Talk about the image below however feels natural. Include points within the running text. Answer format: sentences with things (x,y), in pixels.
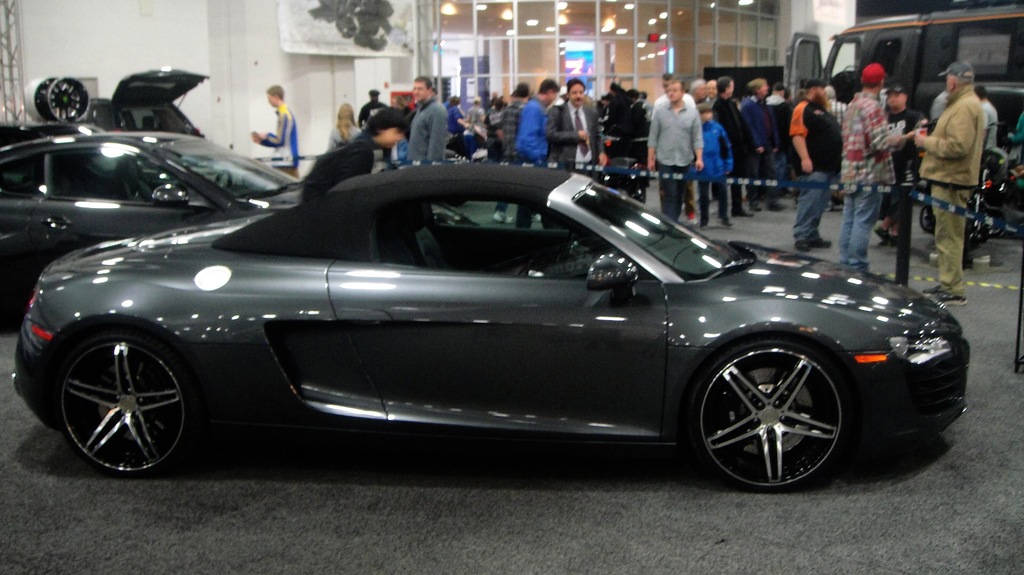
This picture shows few cars (195,313) and we see a van (932,45) on the side and few people (668,99) standing and cars (365,234) are black in color.
